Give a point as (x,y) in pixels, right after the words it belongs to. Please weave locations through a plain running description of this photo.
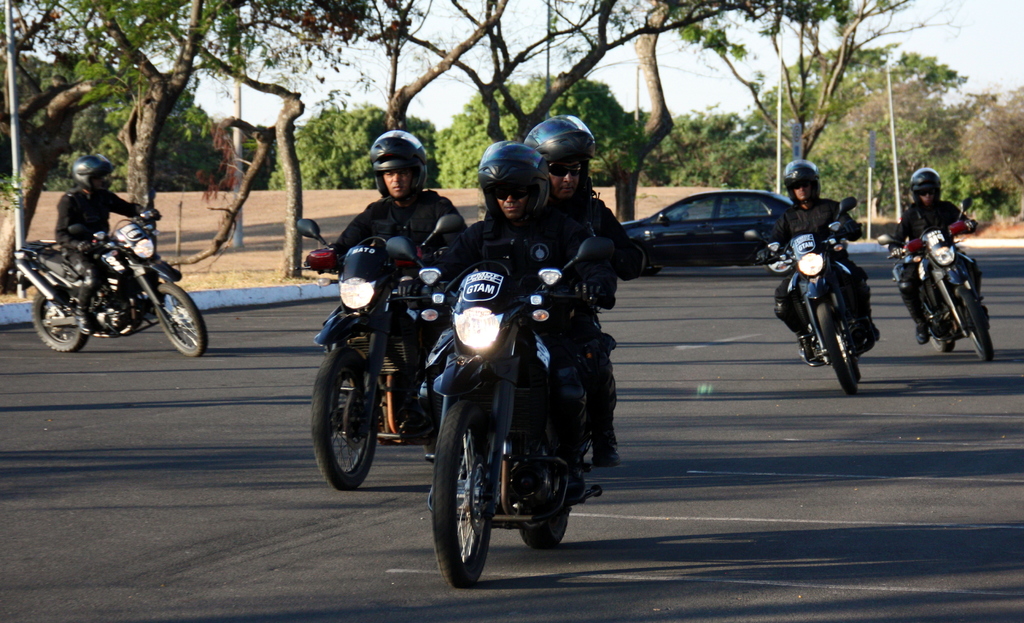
In this image I can see few people (388,223) are riding the motorbike (430,296). These people (550,253) are wearing the black color dresses (561,244) and also the helmets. To the back of these people (603,274) I can see the car (692,253). In the back (497,121) there are many trees (628,159) and the white sky (378,62).
